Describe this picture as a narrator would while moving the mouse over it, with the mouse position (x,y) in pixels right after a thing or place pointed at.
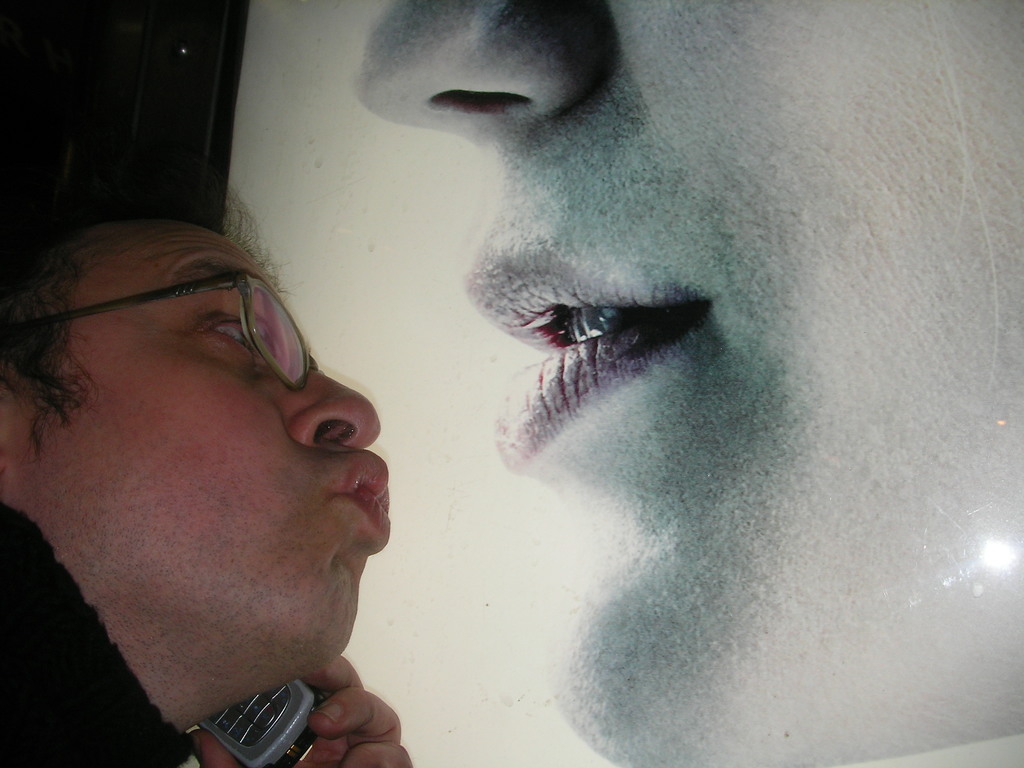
In this image I can see the person (158,539) standing and wearing the black color dress (58,702) and holding the mobile (274,721). To the right (764,505) I can see the painting (602,453) of the person (500,154) to the wall (416,202).
